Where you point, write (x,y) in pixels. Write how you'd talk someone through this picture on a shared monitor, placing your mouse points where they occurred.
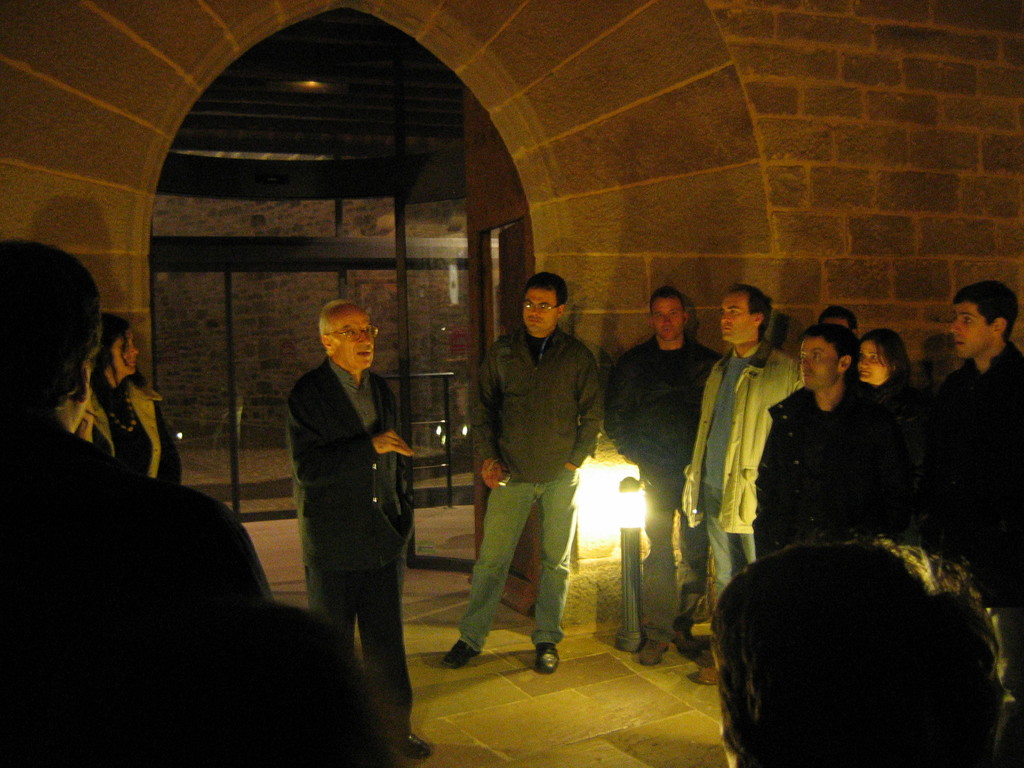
In this image I can see a crowd of people (669,414) visible in front of entrance gate (186,260), there are a light focus (605,479) and small pole (638,575) visible in the middle (622,497), there are some rods (227,331) and wall (194,299) visible in the middle (380,334).
